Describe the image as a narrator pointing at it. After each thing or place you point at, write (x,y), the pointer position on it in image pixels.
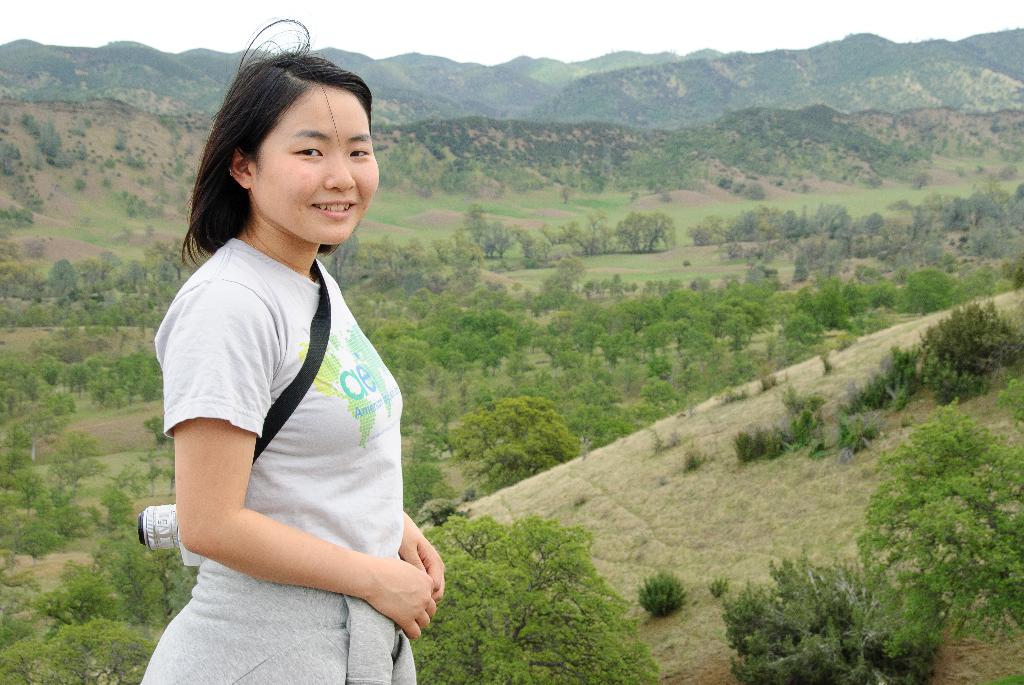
In this picture there is a woman (243,649) towards the left (321,422). She is wearing a grey top (332,368) and grey jacket (316,593) and she is carrying a camera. In the background (676,458) there are hills (701,433) with trees (746,148).
